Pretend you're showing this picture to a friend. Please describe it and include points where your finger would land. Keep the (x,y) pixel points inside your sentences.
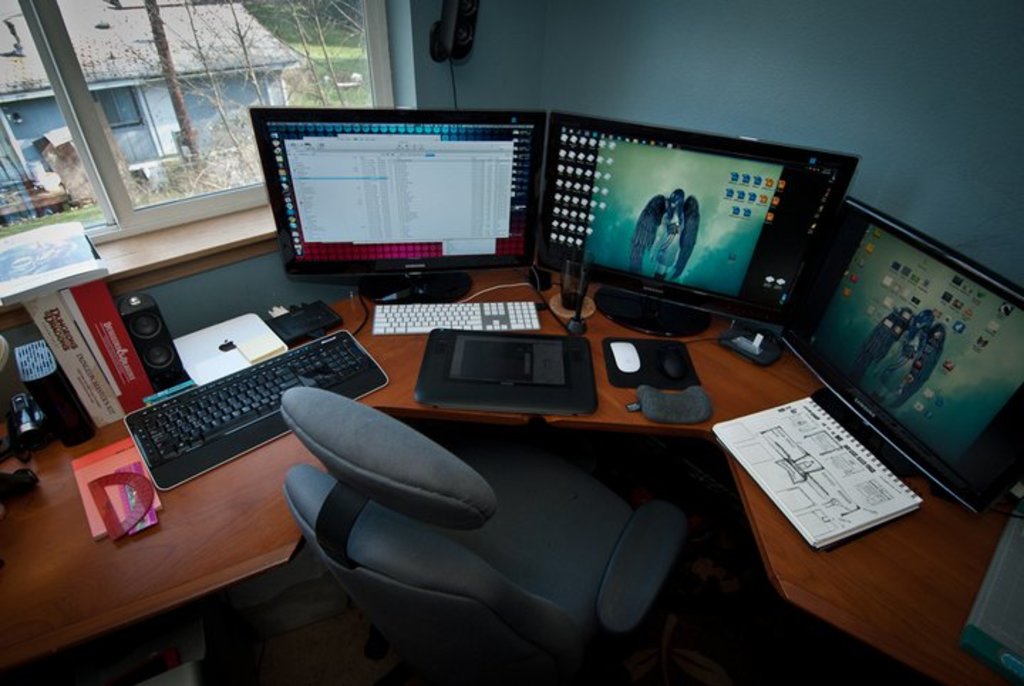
on the desk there are 3 monitors (548,244), 2 keyboards (392,332) and a computer (205,351). at the left (173,357) there is computer (218,352), books (94,365) and speakers (144,353). at the right (805,493) there is a book (800,476). in the front (500,538) there is a chair (484,510). behind that there is a blue wall (823,78) and at the left (151,141) there is a glass window (203,38). outside that there is a house (182,72) and trees (326,77).
